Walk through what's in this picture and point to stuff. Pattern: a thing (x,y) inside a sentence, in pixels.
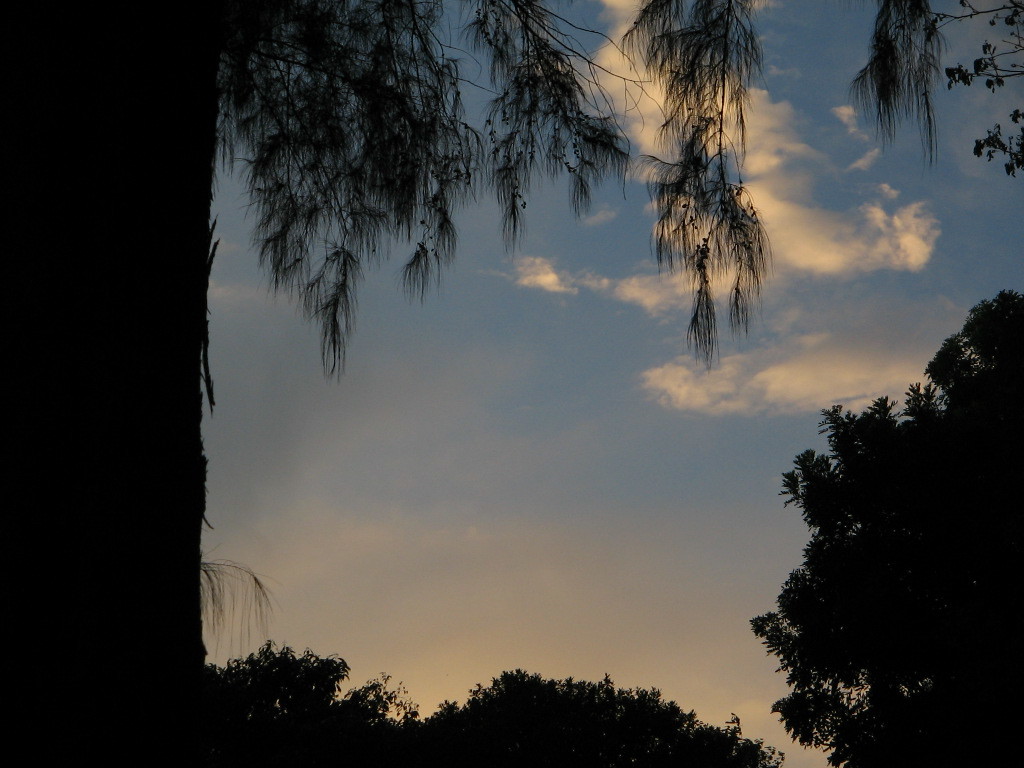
In this image, we can see some trees (938,450) and the sky (715,362) with clouds (789,135).
